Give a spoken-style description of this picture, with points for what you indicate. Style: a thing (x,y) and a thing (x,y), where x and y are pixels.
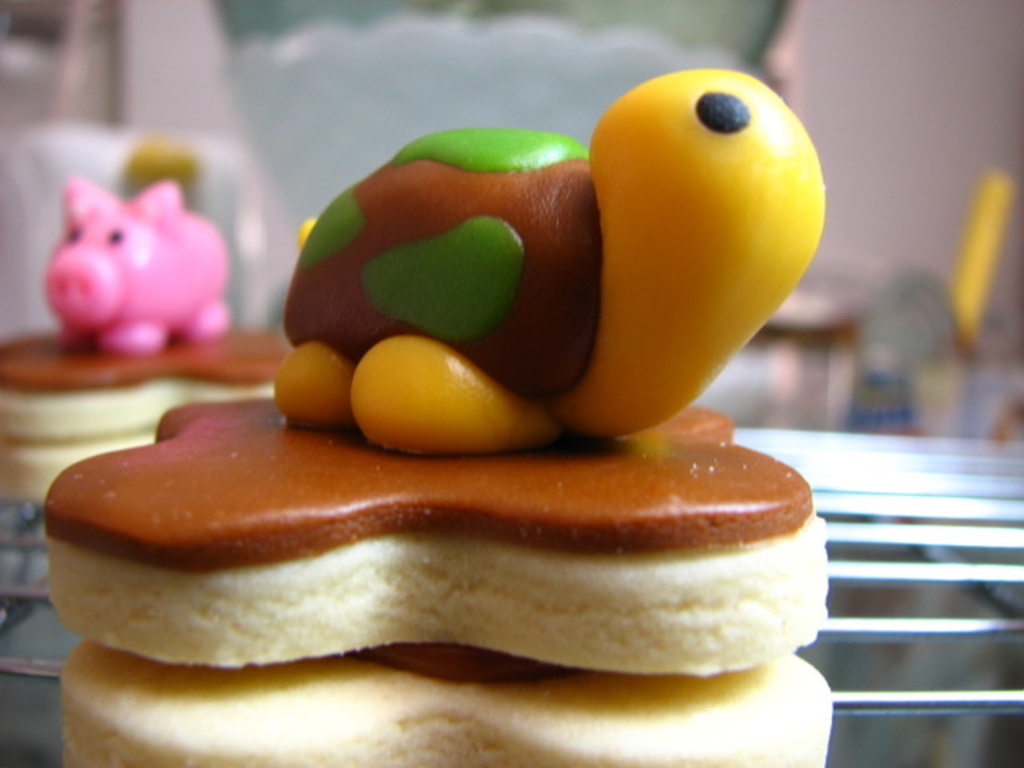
In this picture we can see some food (309,362) on a grill (882,473). Background (925,473) is blurry.
